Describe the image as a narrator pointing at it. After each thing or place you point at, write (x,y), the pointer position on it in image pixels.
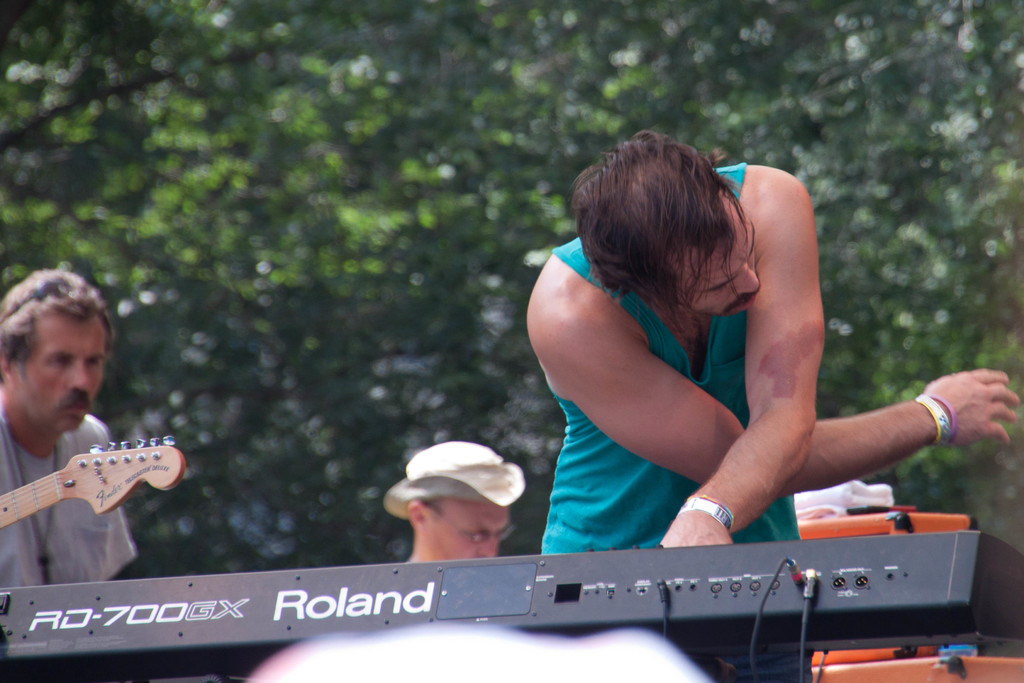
In the image few people (572,302) are standing and playing some musical instruments (100,680) behind them there are some trees (501,11).
